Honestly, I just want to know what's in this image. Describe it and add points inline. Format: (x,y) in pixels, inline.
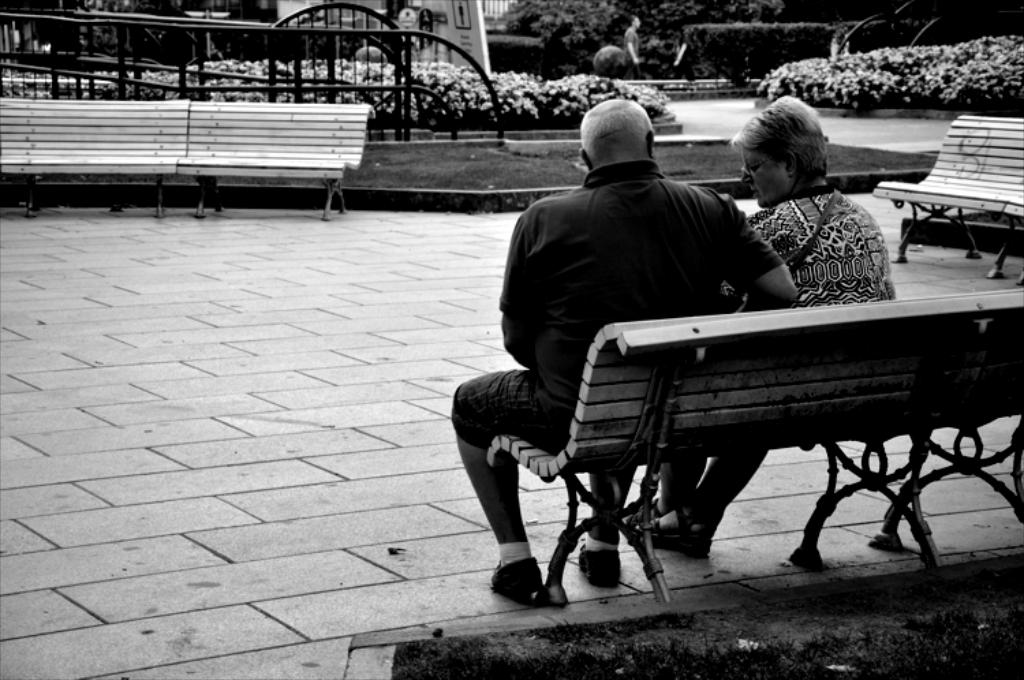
In this picture I can observe a couple (663,286) sitting on the bench (749,399). This is a black and white image. In the background (346,47) I can observe a railing (411,88) and some plants (560,83).
